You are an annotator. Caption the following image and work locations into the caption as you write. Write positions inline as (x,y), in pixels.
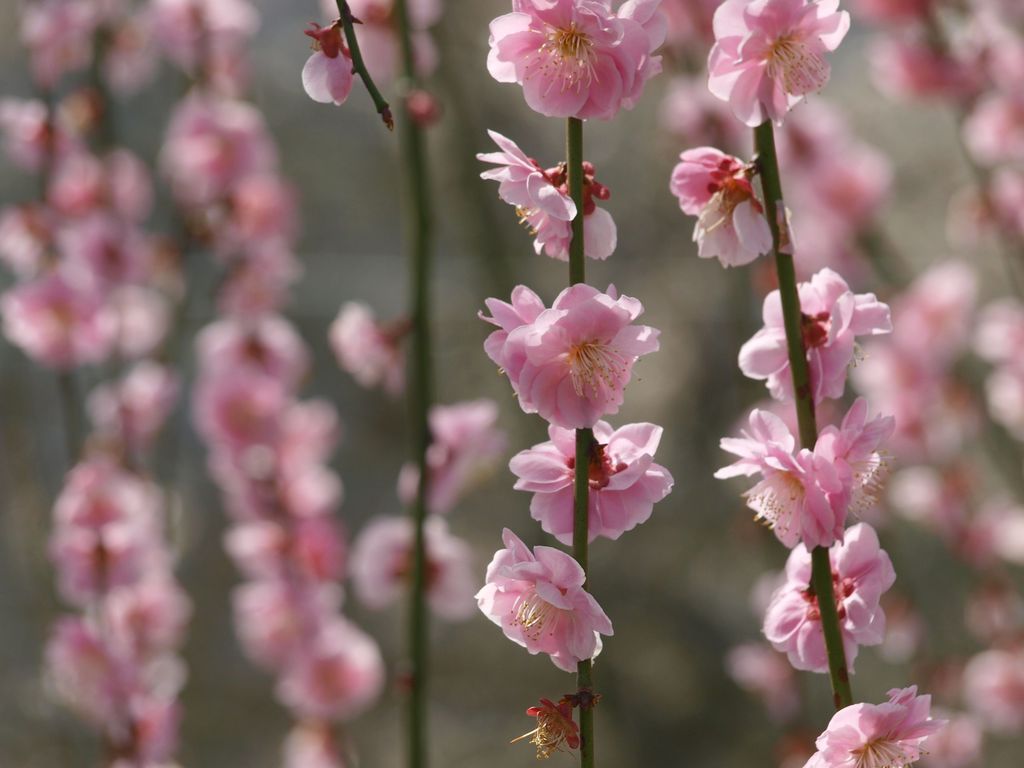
Pink flowers (530,69) are on branches (840,682). Background (220,128) it is blurry and we can see pink flowers (225,177).
